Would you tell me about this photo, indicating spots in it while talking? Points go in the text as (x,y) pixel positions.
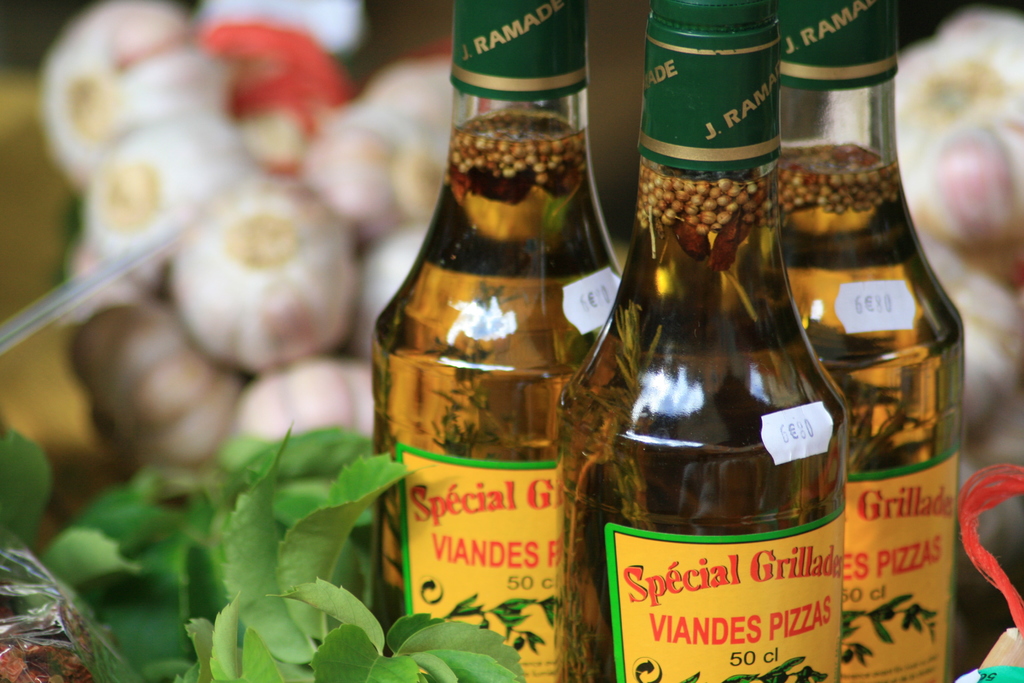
In this image there are three bottles (534,266) and at the background of the image (290,238) there are some vegetables (389,206).
